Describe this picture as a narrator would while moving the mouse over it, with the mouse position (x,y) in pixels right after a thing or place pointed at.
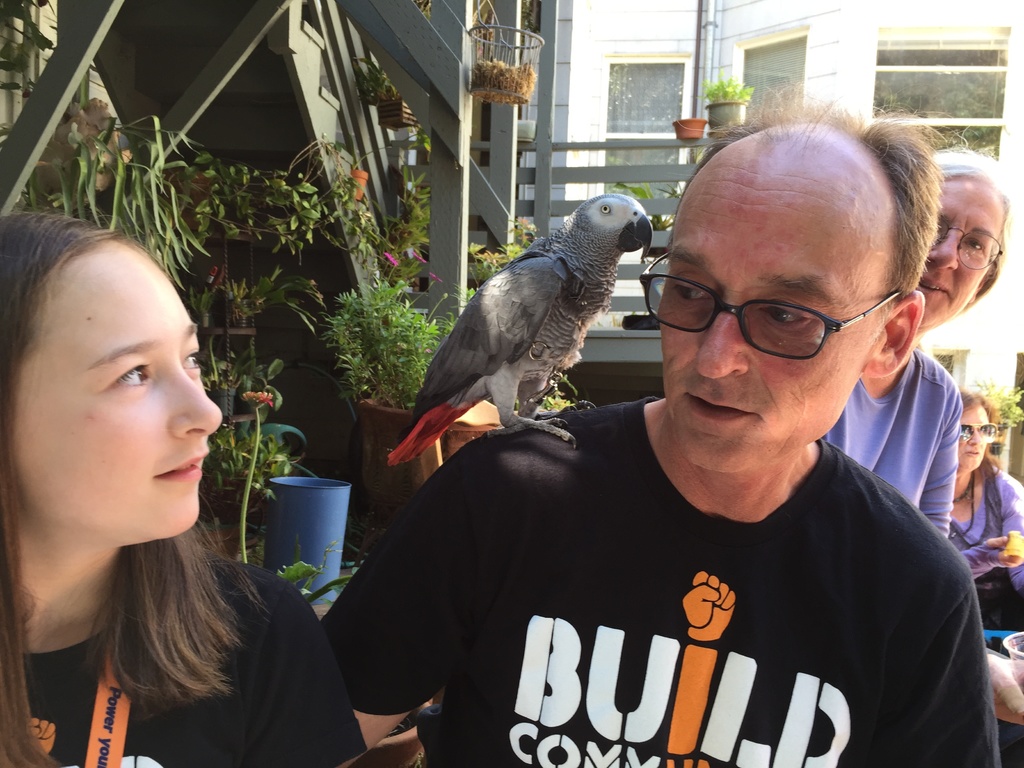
In this image we can see people (595,460) and a bird (515,383) standing on the shoulders (568,415) of one person (650,413). In the background (500,119) we can see stairs (455,77), railings (451,53), flower pots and buildings (630,84).
